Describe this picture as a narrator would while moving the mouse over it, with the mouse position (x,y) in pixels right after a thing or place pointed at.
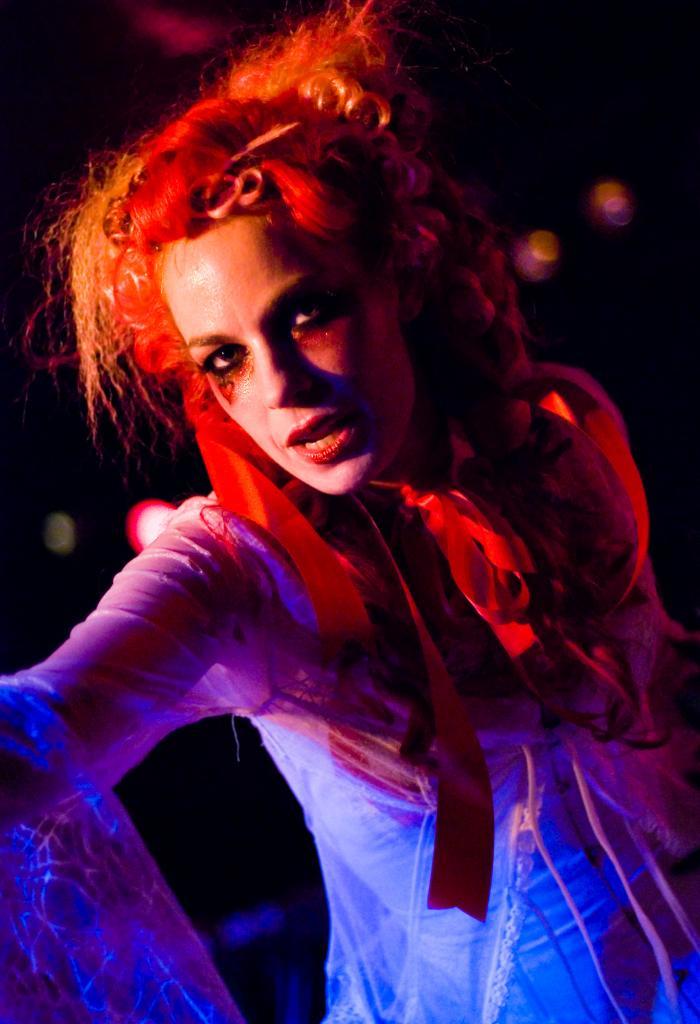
In this image there is a woman (485,582) wearing a white top (406,911). Background (649,200) is blurry.
